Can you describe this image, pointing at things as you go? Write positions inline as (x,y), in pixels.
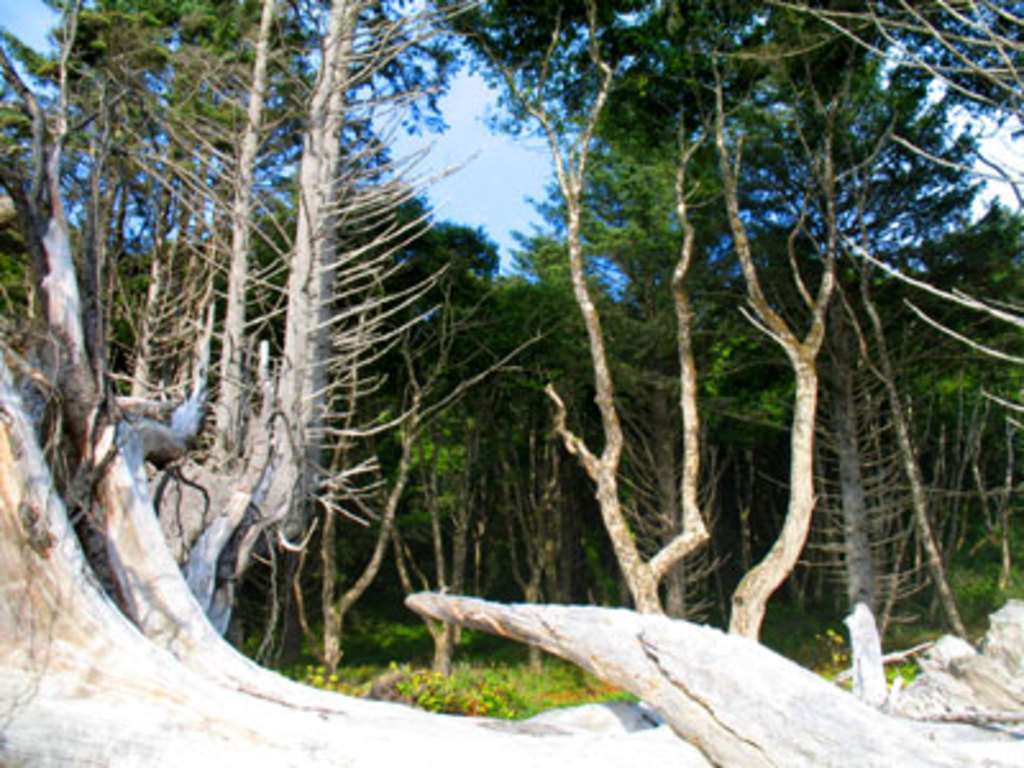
In this image we can see shrubs (408,697), logs (609,714), trees (520,454) and sky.
